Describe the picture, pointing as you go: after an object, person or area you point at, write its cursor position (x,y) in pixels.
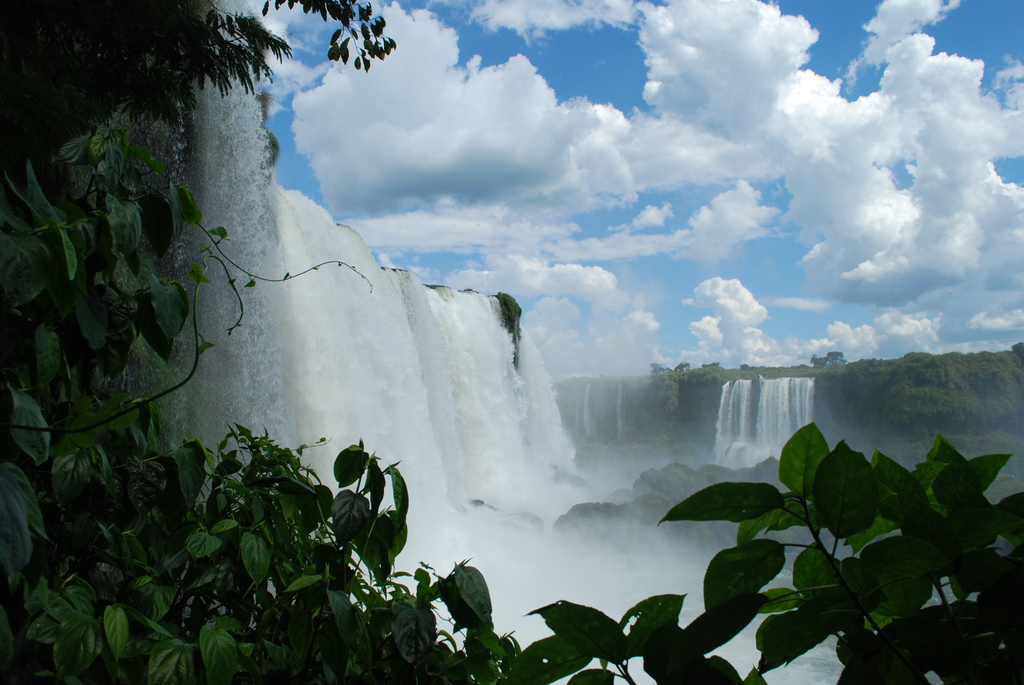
In the foreground of the picture (491,663) I can see the green leaves (490,649). In the background (546,533), I can see the waterfalls (791,386) and trees (932,370). There are clouds (584,296) in the sky (737,323).
